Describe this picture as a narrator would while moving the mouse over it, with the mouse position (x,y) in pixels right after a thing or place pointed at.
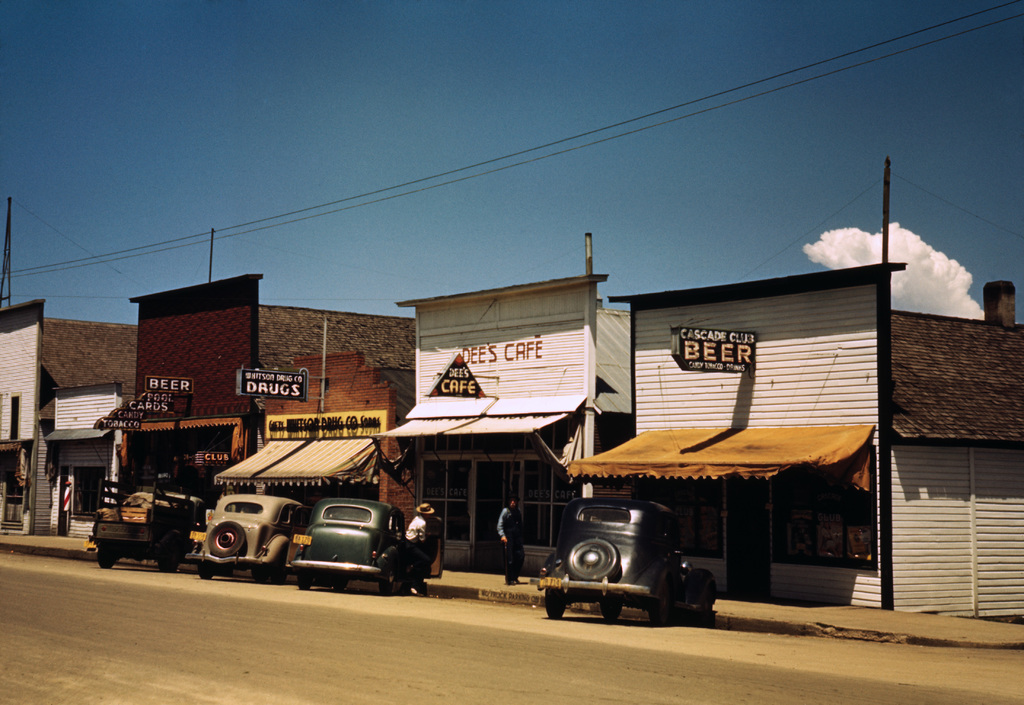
In this picture we can see some stores (410,353), there are cars (390,552) parked in front of stores (502,564), we can see hoardings (686,341) here, there are some wires (158,251) here, we can see the sky (269,101) at the top of the picture (312,87), there are two persons (514,538) standing.
